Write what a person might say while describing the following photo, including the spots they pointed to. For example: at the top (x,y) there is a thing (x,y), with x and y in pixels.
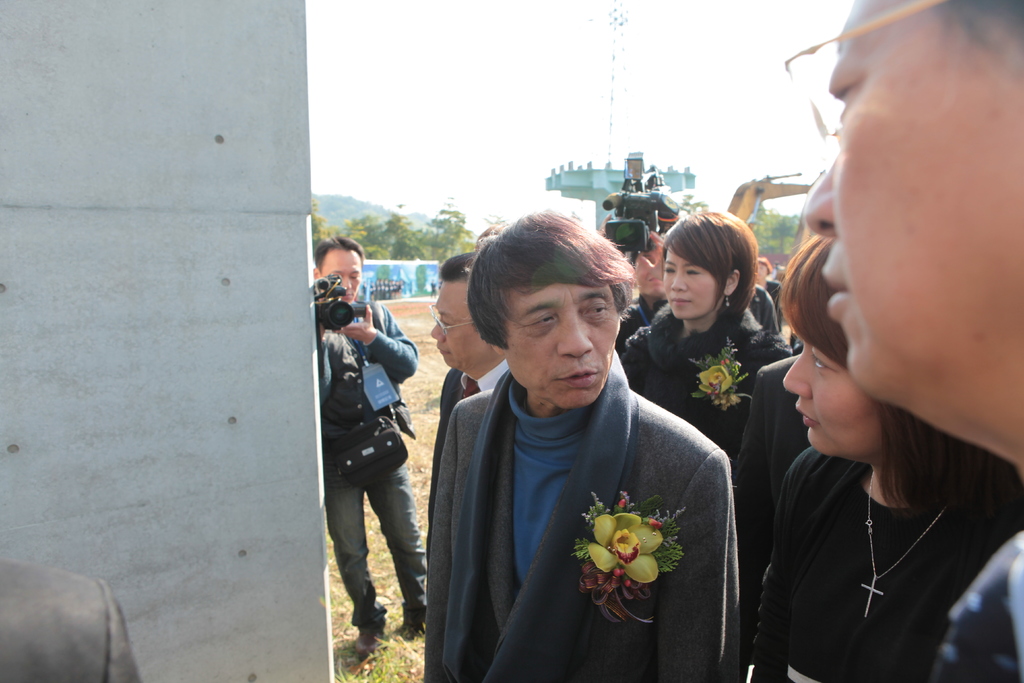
There are people (1018,380) and these two people (359,412) holding cameras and we can see wall (283,277). In this background (404,246) we can see trees (425,250) and sky (672,86).
